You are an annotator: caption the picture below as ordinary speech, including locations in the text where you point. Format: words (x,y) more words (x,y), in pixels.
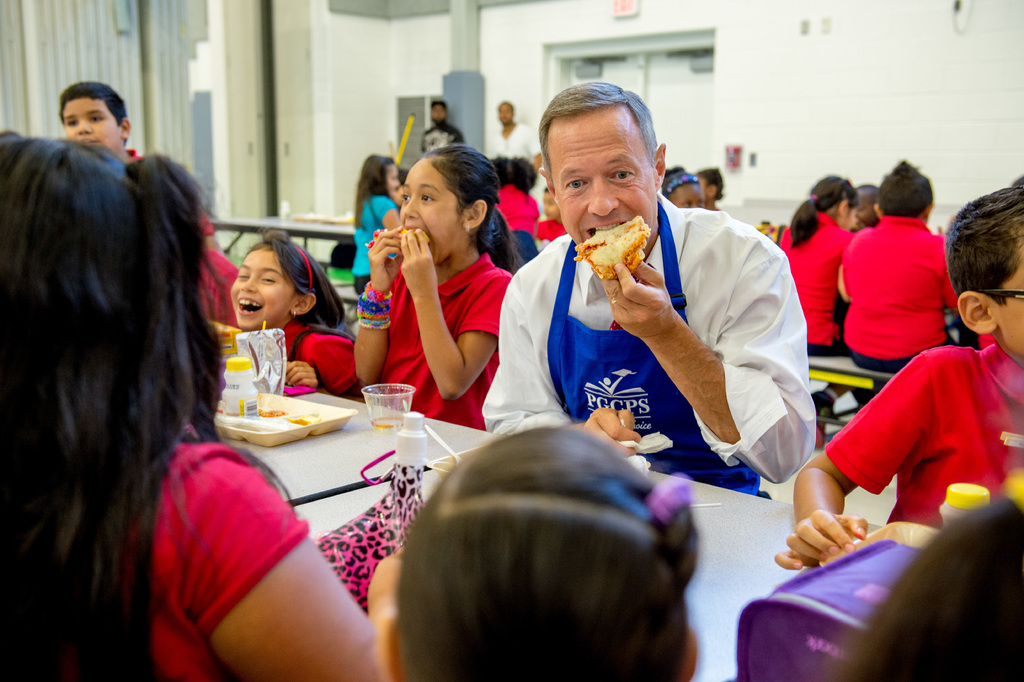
In this picture there are many kids (933,296) and eating on the table (336,398) and there is a chef (577,312) with a food item (601,253) in one of his hand (626,296). In the background (670,97) we observe an exit door (610,72).
